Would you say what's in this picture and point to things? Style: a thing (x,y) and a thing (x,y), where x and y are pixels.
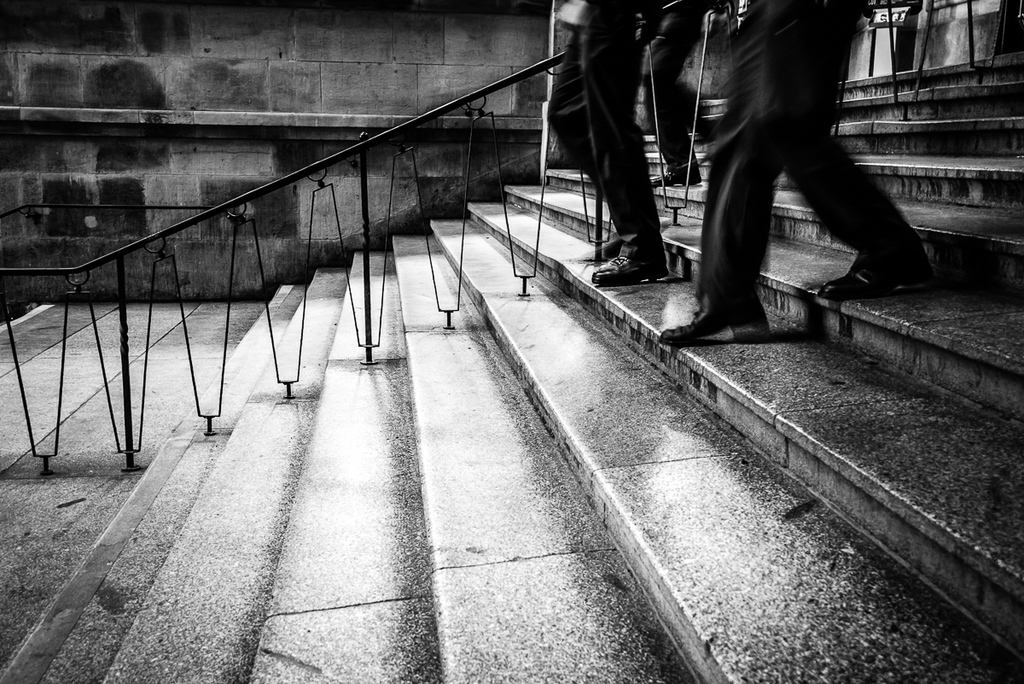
In this picture we can observe stairs (327,435) and a black color railing (229,310). There are some persons (658,104) walking down the stairs (558,374). In the background (314,102) there is a wall (245,113). This is a black and white image.
